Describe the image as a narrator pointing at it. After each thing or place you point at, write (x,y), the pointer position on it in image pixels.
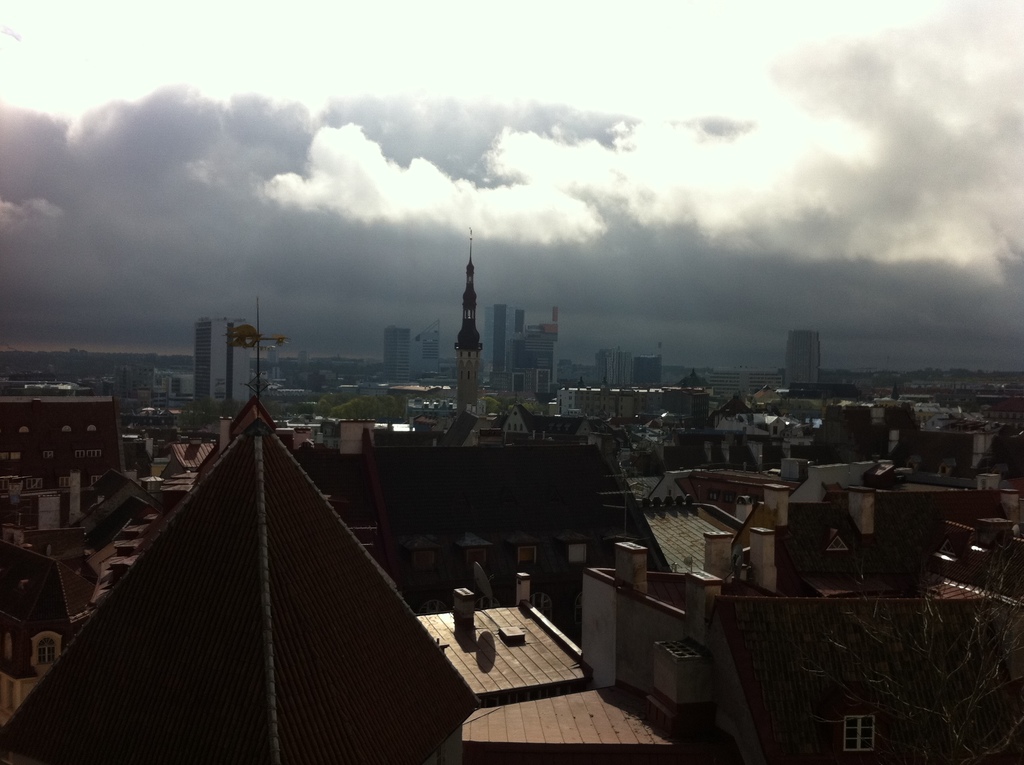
In the image there are many houses (325,551), buildings (483,486), trees (218,422) and other architectures (468,330).
